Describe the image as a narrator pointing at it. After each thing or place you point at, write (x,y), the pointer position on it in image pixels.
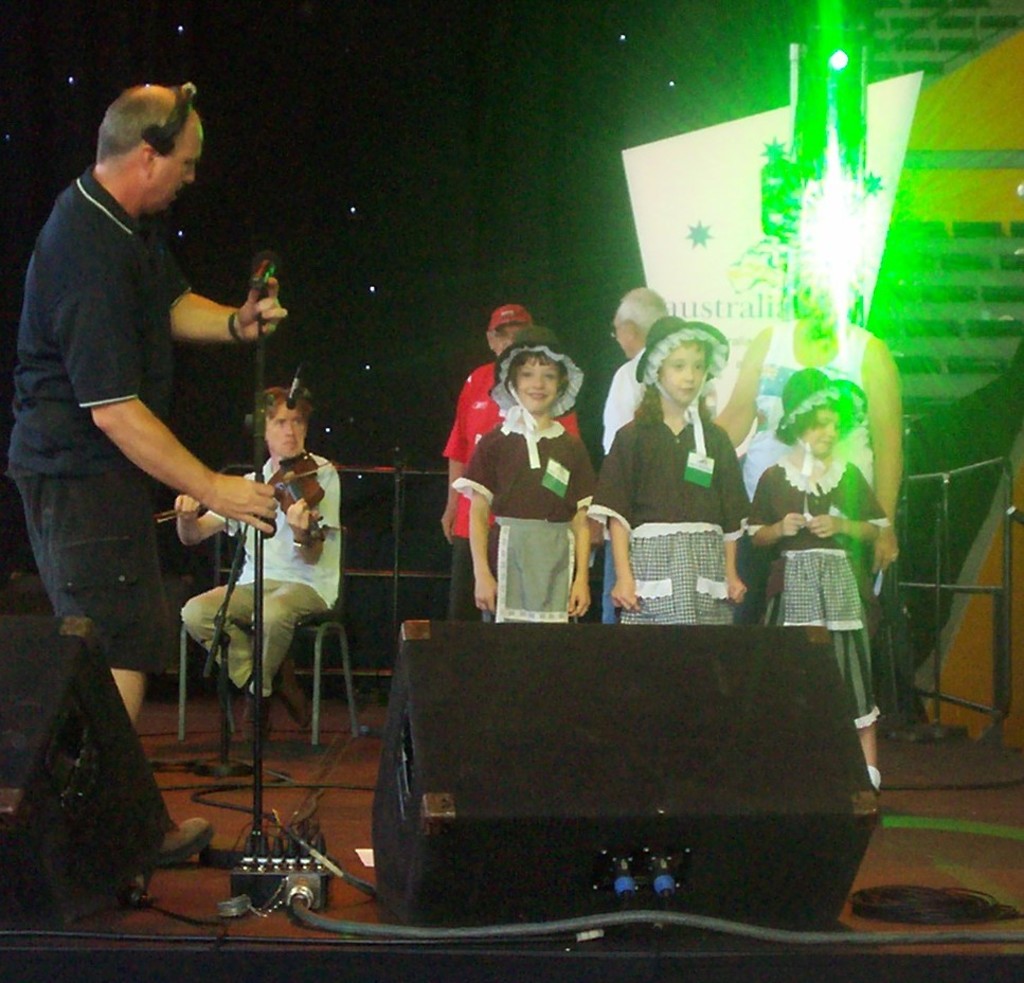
In this image we can see three kids (765,503) wearing brown color dress (639,492). Behind them there are three people (477,385) standing. To the left side of the image (238,508) there is a person (148,268) wearing headphones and holding a mic stand (260,468). There is a person (291,571) sitting on a chair (182,631) and playing a violin (332,530). In the background of the image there is a screen (707,268). At the bottom of the image (982,871) there is floor (992,887). There are speakers (496,751).
